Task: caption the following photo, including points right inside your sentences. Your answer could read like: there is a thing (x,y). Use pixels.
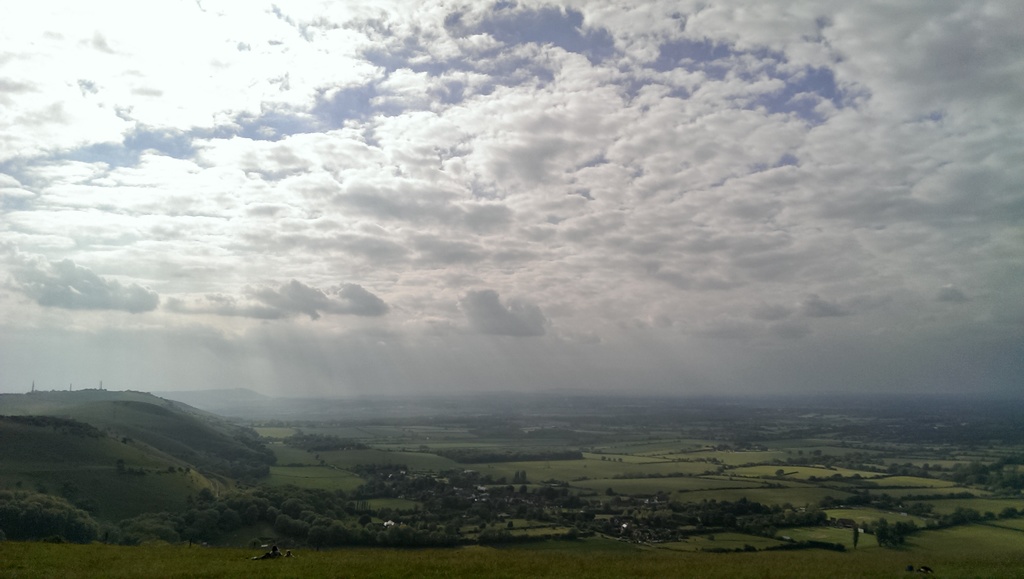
In this image we can see group of trees (453,525), mountains (174,443) and a cloudy sky (530,277).
